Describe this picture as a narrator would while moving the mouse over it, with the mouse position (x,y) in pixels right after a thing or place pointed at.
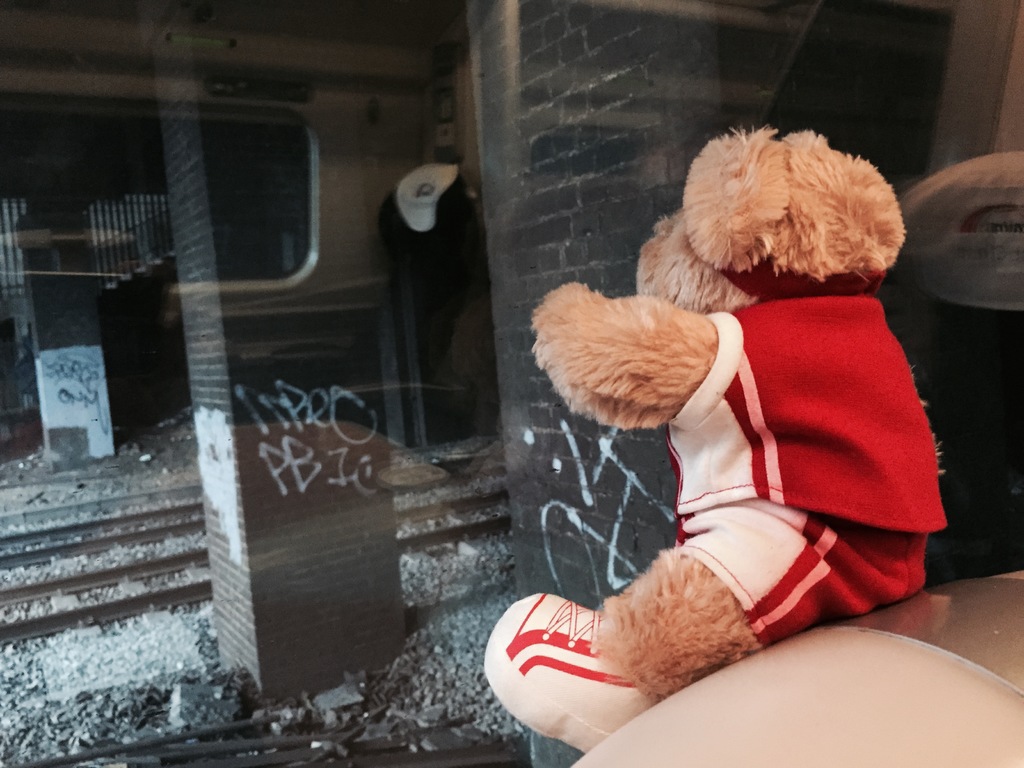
In this image we can see a railway track (147,532), staircase (164,264), railings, stones (422,647) and a soft toy (781,427).
